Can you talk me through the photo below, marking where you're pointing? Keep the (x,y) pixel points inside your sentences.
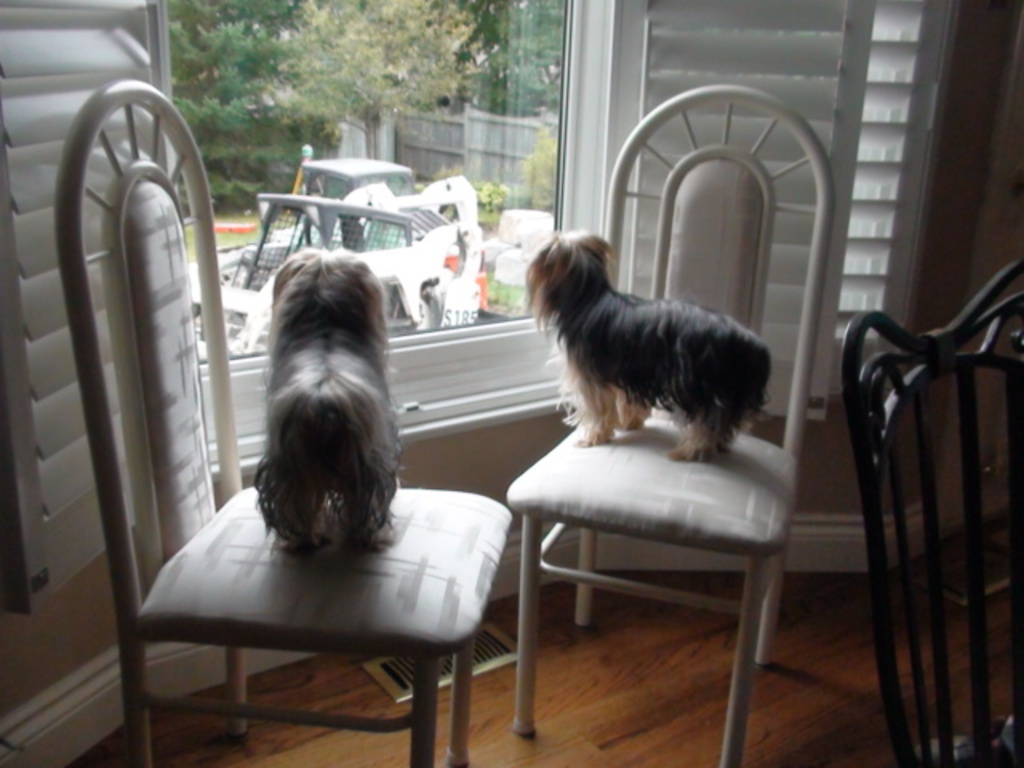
This picture shows two dogs (331,296) on the chairs (581,546) and we see plants (456,71) around from the window (584,138).
